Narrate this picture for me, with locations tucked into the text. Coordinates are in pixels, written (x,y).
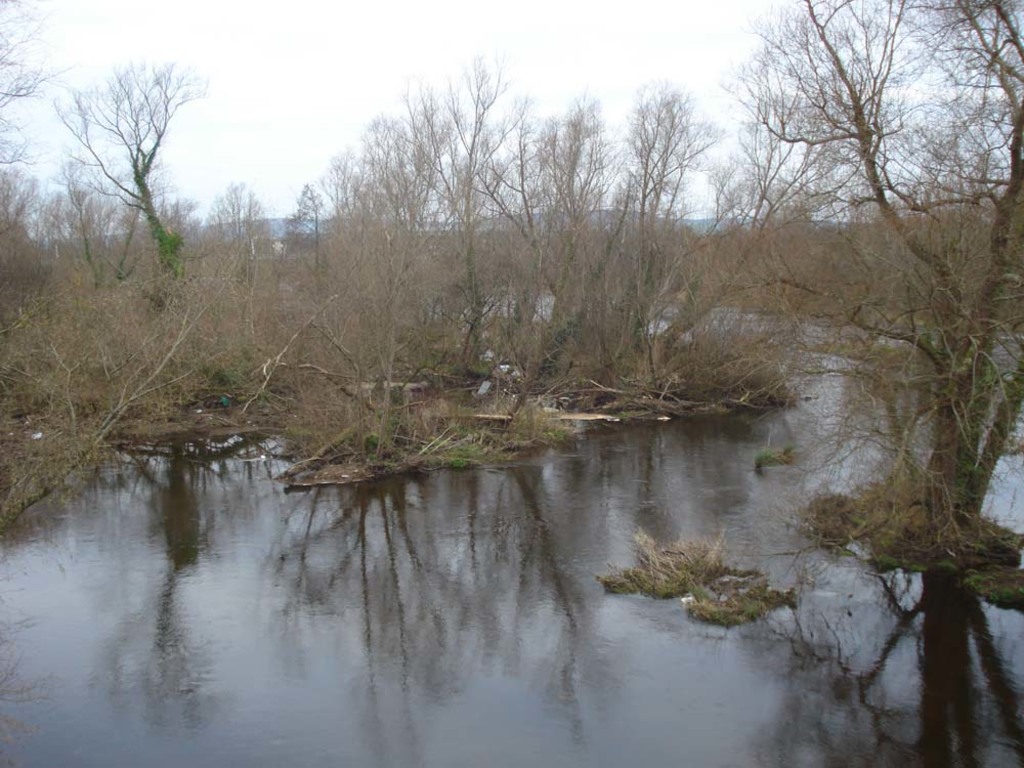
In this image in front (138,656) there is water (491,569). In the background of the image (489,345) there are trees (401,244), mountains (302,224) and sky (374,85).
